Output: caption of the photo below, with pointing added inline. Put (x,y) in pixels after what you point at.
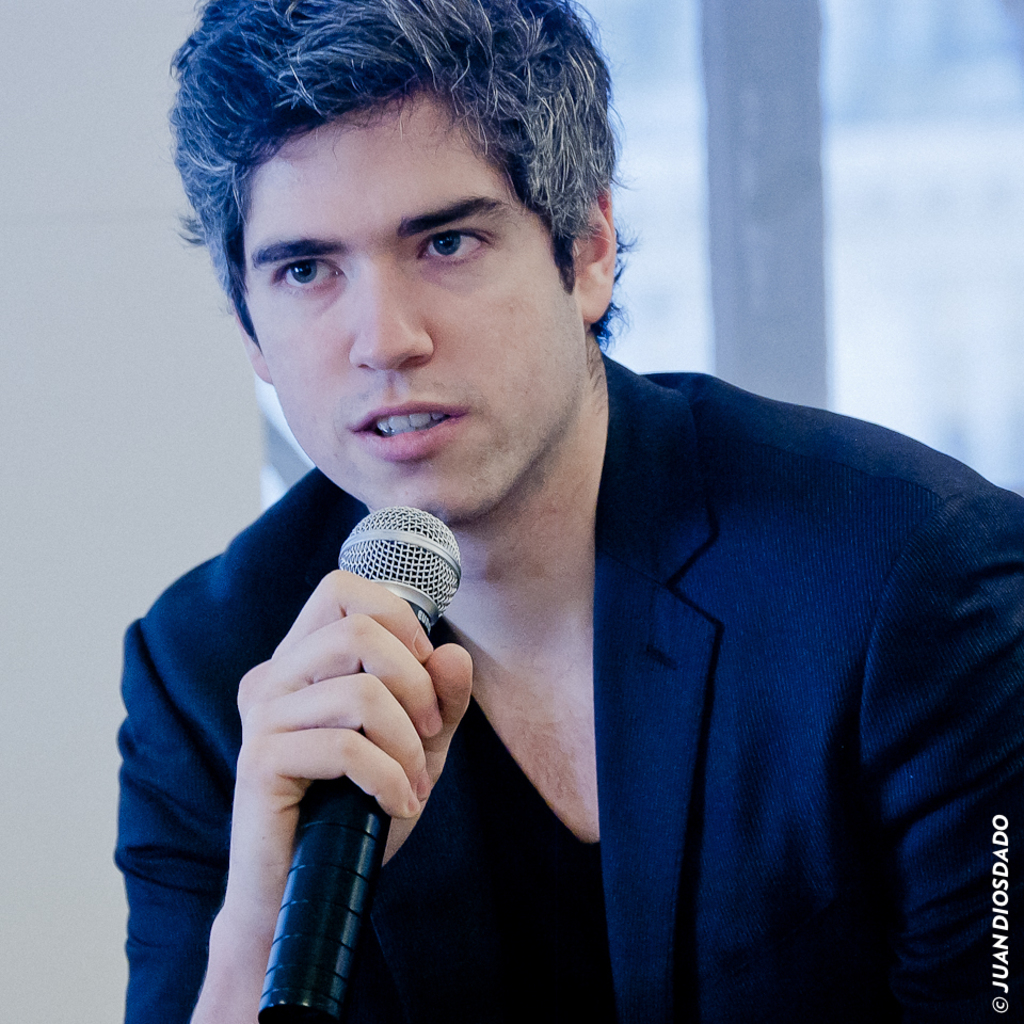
In this image I can see a person (477,155) holding the mic (372,528).
